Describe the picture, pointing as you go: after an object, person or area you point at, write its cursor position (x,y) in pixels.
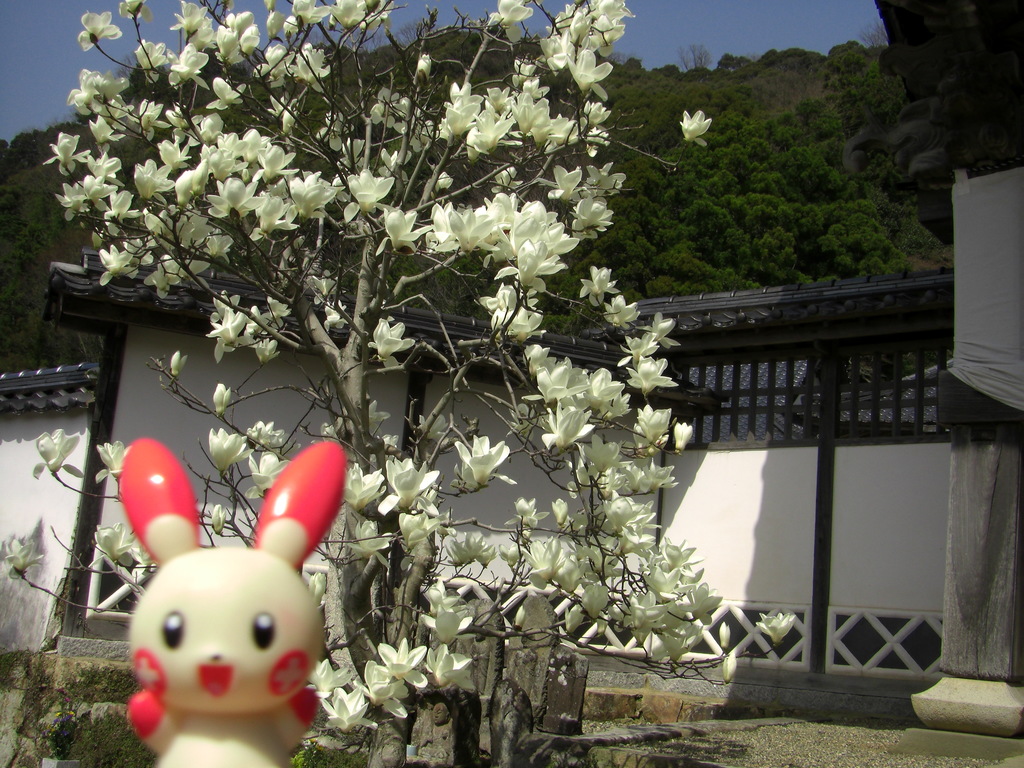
At the bottom (180,632), we see a toy (188,633) in red and white color. Behind that, we see a plant (373,246) which has flowers (399,240). These flowers (305,196) are in white color. Behind that, we see a building (769,419) in white color with a grey color roof (729,318). There are trees (636,185) in the background (14,191). At the top (698,41), we see the sky (698,41).
